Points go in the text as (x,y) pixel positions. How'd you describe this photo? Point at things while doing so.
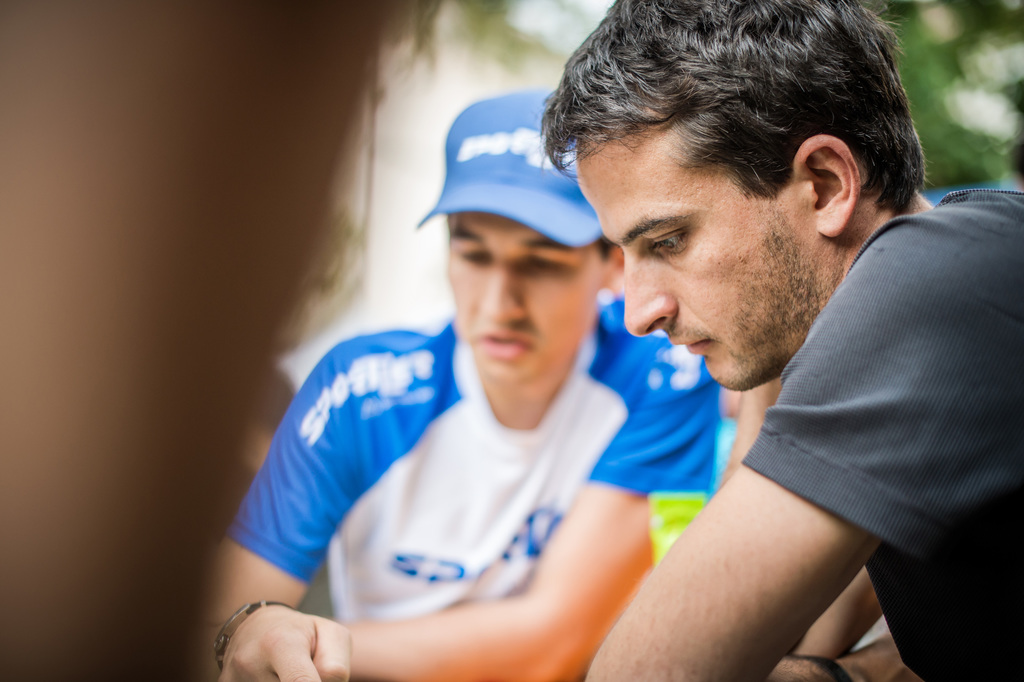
In this image there are two men (687,477). The man (427,470) in the center (471,442) is wearing a cap (472,154). Around them it is blurry.
